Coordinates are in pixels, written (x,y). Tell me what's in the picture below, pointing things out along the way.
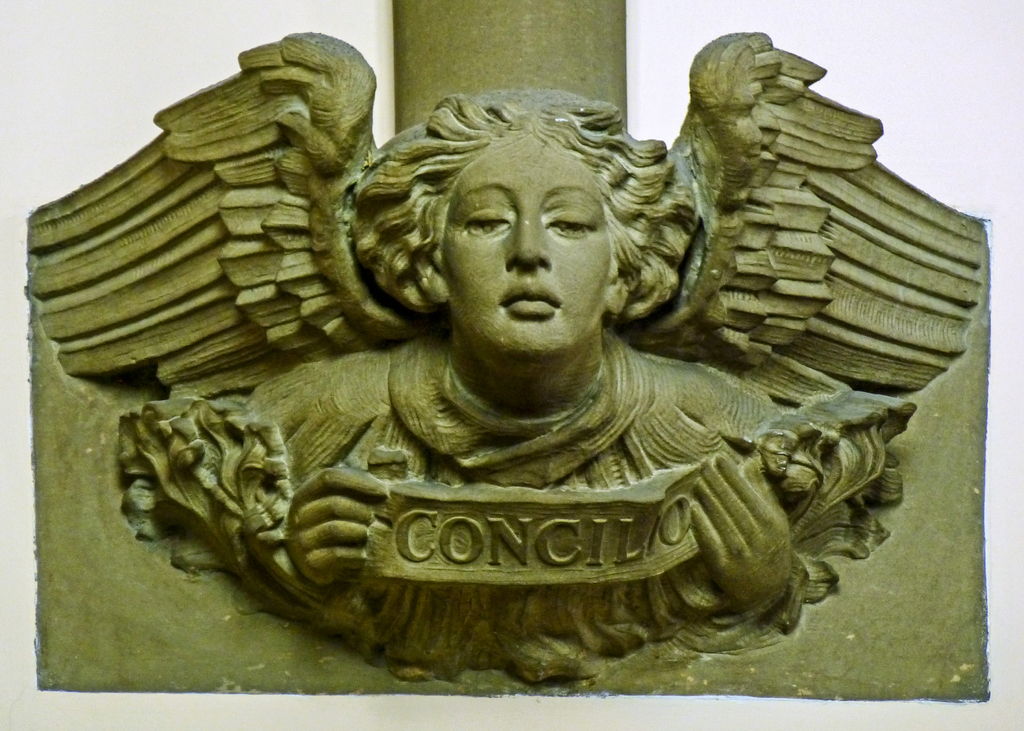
In this image, we can see a stone carving (453,432). Here we can see some text (619,546).
